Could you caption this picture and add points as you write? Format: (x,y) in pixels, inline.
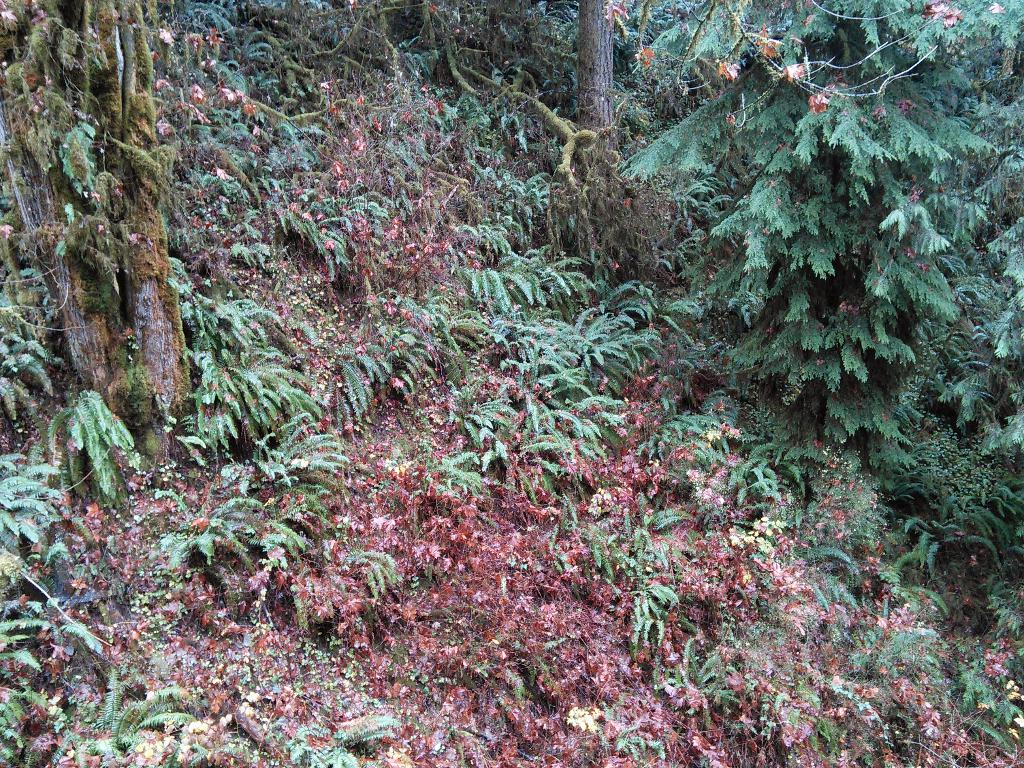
This image looks like it is clicked in a forest (627,392). There are many trees (142,332) and plants (524,672) in this image.
